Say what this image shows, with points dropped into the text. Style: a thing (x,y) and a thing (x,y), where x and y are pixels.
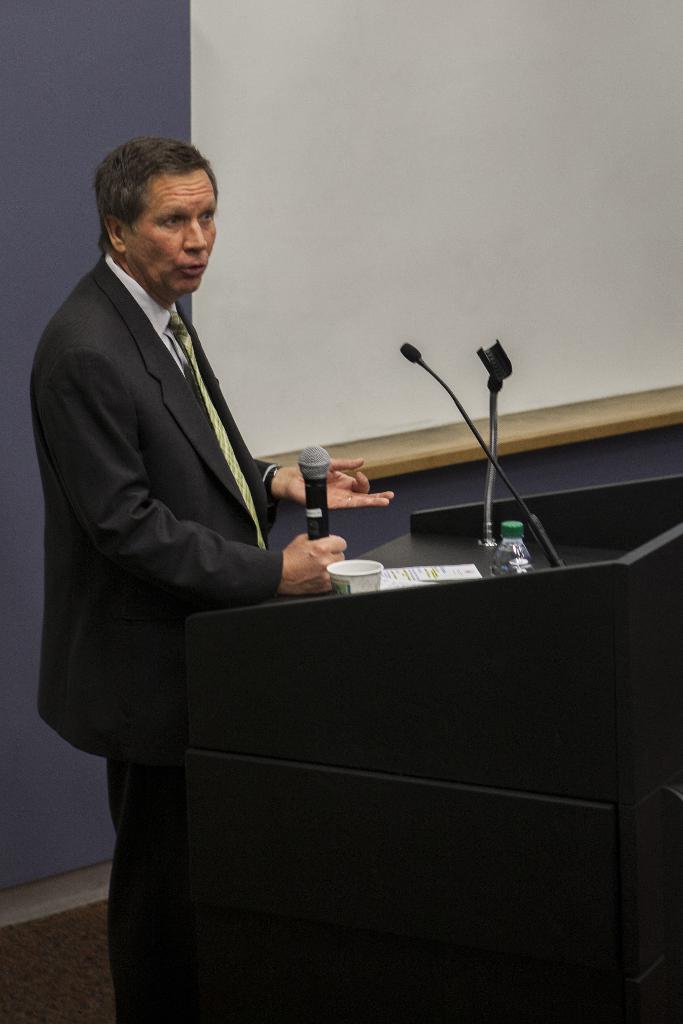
In this image i can see a person (147,444) wearing a white shirt (144,296) and black blazer (146,447) standing in front of a podium (382,603) and holding a microphone (312,465), On the podium (541,582) i can see a bottle (516,524), a paper (429,577) and a cup (360,578). In the background (128,65) i can see the wall (140,101) and the screen (421,175).
